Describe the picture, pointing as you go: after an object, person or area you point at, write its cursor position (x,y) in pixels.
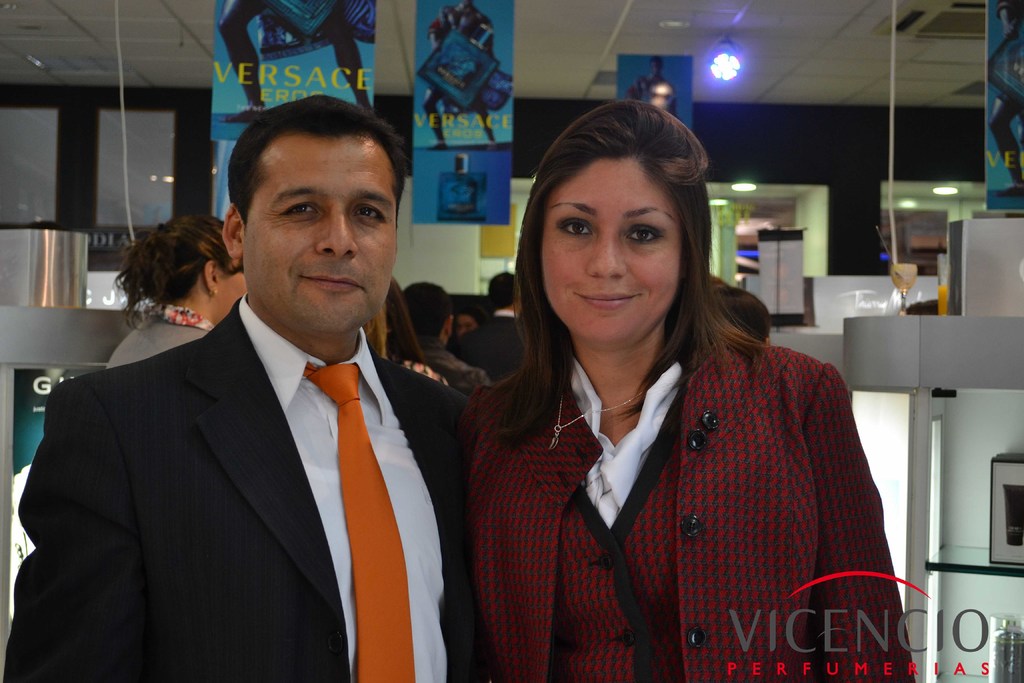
In this picture we can see a man (320,476) and a woman (478,521) and they are smiling and in the background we can see a group of people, lights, roof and some objects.
